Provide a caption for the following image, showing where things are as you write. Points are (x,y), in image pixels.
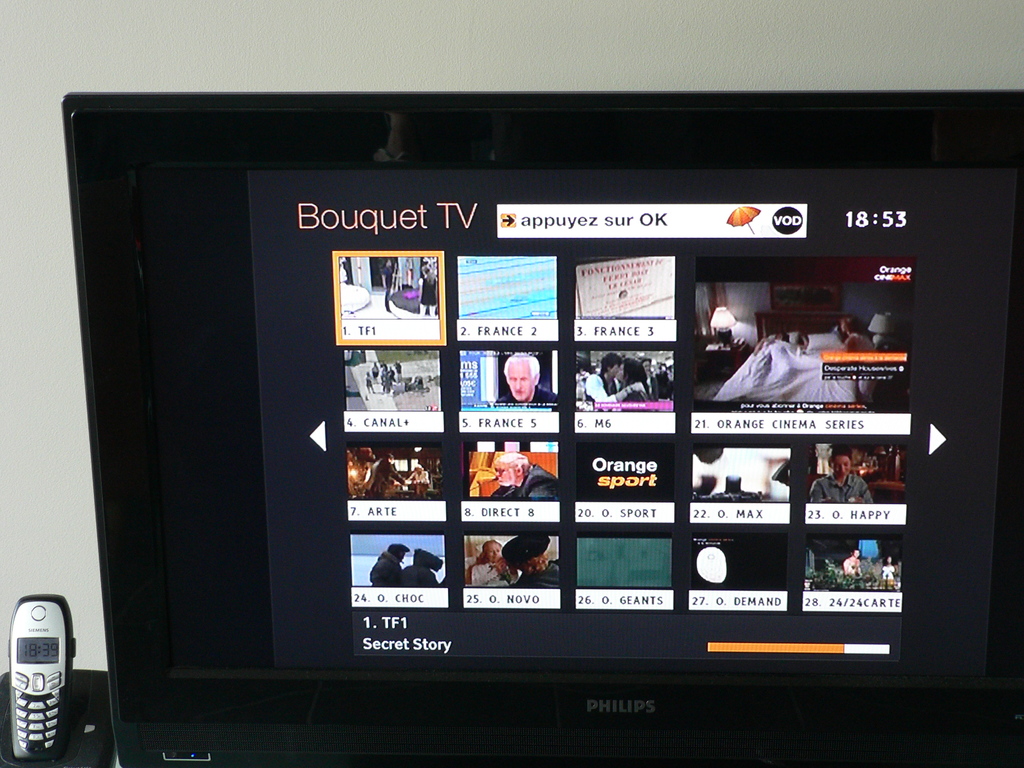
This picture contains a television (264,533), which is placed on the table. We even see a mobile phone (55,657) placed on that table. We see something is displayed on the television (785,427). Behind that, we see a wall (456,56) which is white in color.
